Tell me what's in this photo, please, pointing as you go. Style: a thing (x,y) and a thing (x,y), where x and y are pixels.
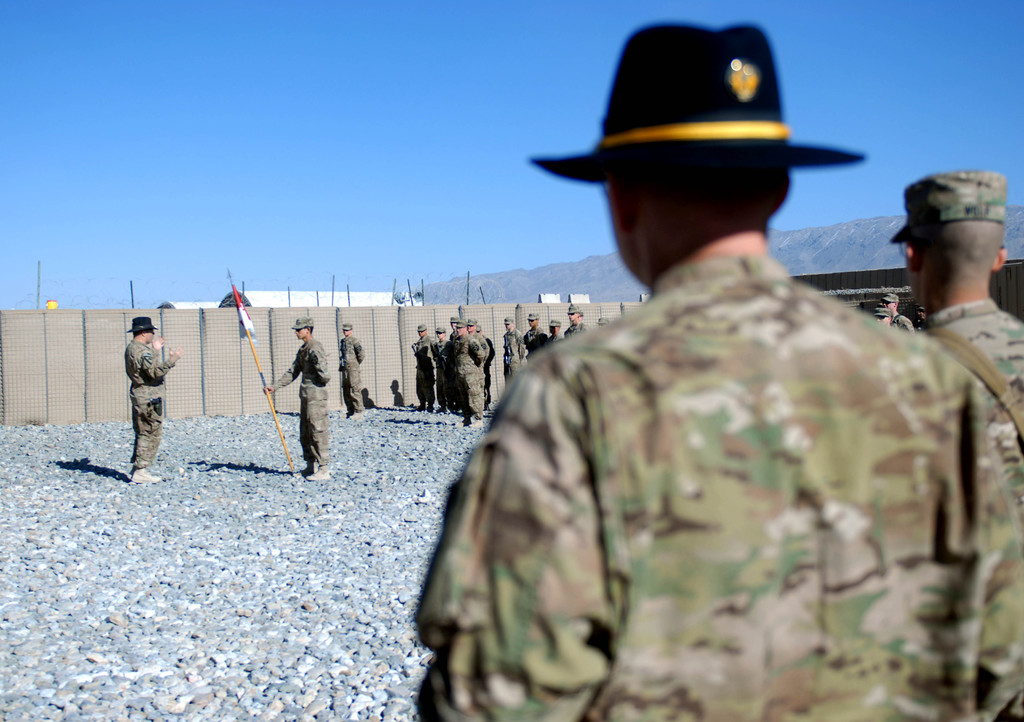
In this image in the foreground (750,311) there are two persons (630,166) one person (656,167) is wearing a hat (631,166), and in the background (348,362) there are group of people (298,370) one person (317,417) is holding a pole (260,370) and flag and some boards (175,347) poles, buildings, mountains (627,285). At the bottom (214,535) there are some stones (330,479), and at the top (201,138) there is sky (348,164).
